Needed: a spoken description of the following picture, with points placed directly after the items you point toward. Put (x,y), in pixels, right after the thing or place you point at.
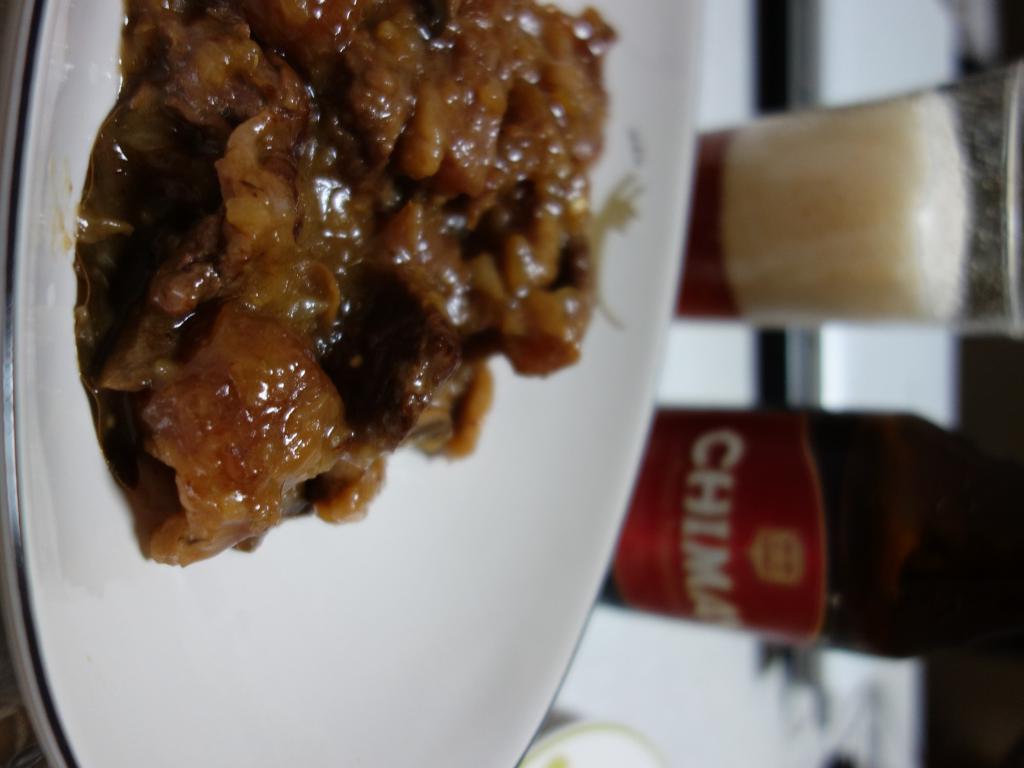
In this image I can see the food (336,200) which is in brown color and the food (253,468) is in the plate (419,499). The plate (296,625) is in white color, background (875,274) I can see a bottle (873,504) and a glass (805,132).
